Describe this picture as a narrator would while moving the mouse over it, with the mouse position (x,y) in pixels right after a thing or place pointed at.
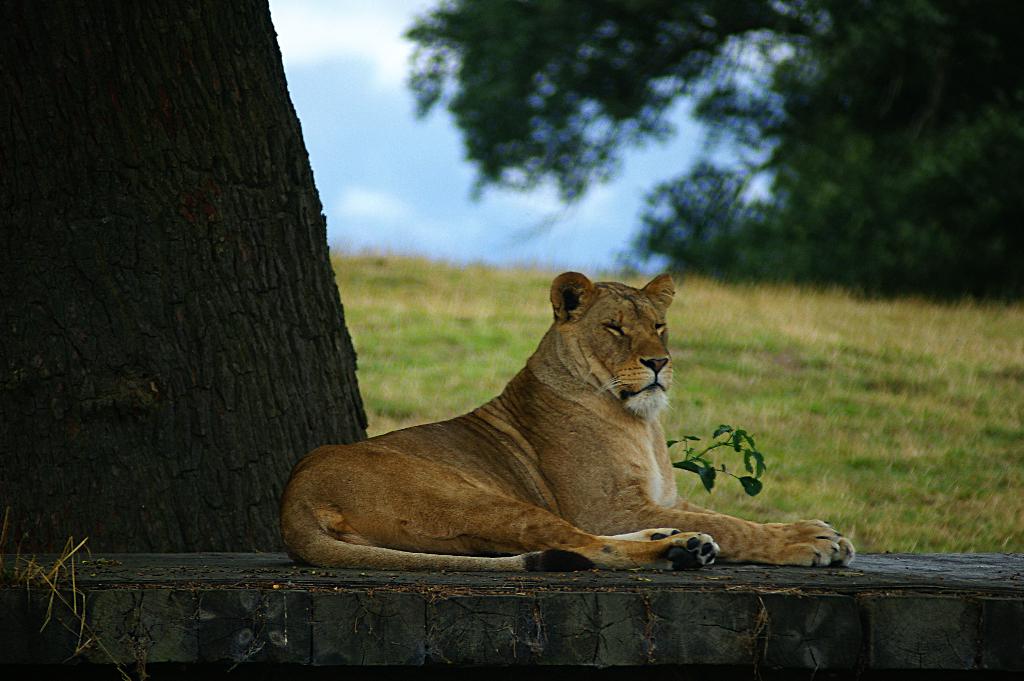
This image is taken outdoors. At the bottom of the image (494,606) there is a wall (525,630). At the top of the image (333,94) there is the sky (495,207) with clouds (540,213). In the background (835,234) there are a few trees (863,228) and there is a ground (855,434) with grass (786,390) on it. On the left side of the image (205,269) there is a tree (124,317). In the middle of the image (536,425) there is a lion (494,431) on the wall (702,622).
